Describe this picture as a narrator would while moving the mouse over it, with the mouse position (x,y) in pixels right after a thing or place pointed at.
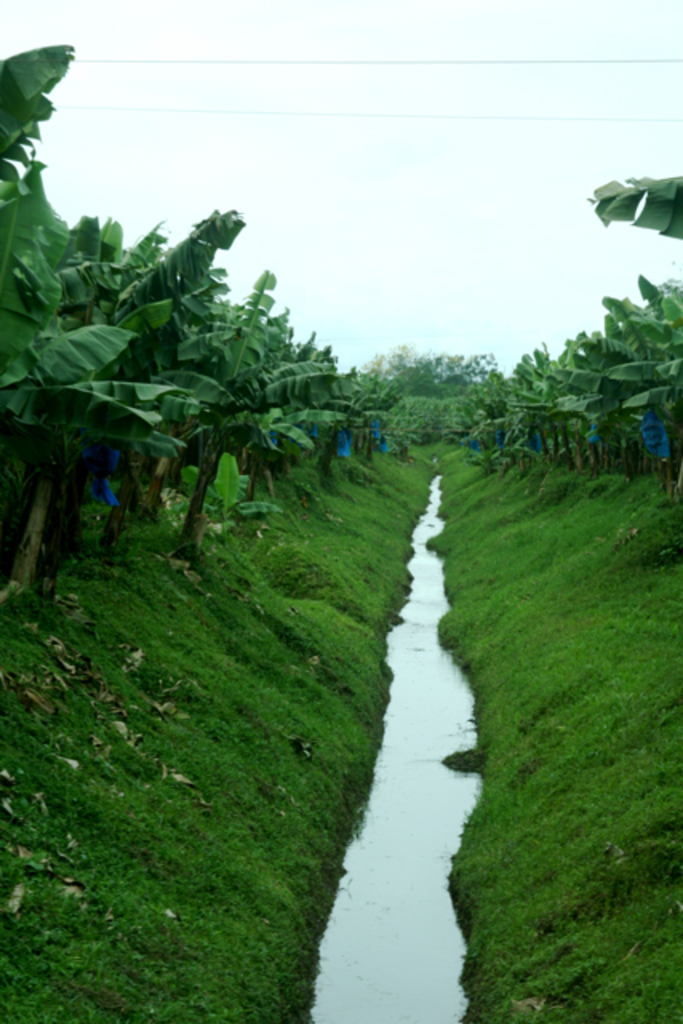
In this image we can see some trees (158,490), water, grass (346,754) and leaves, in the background (476,205), we can see the sky (493,223).
